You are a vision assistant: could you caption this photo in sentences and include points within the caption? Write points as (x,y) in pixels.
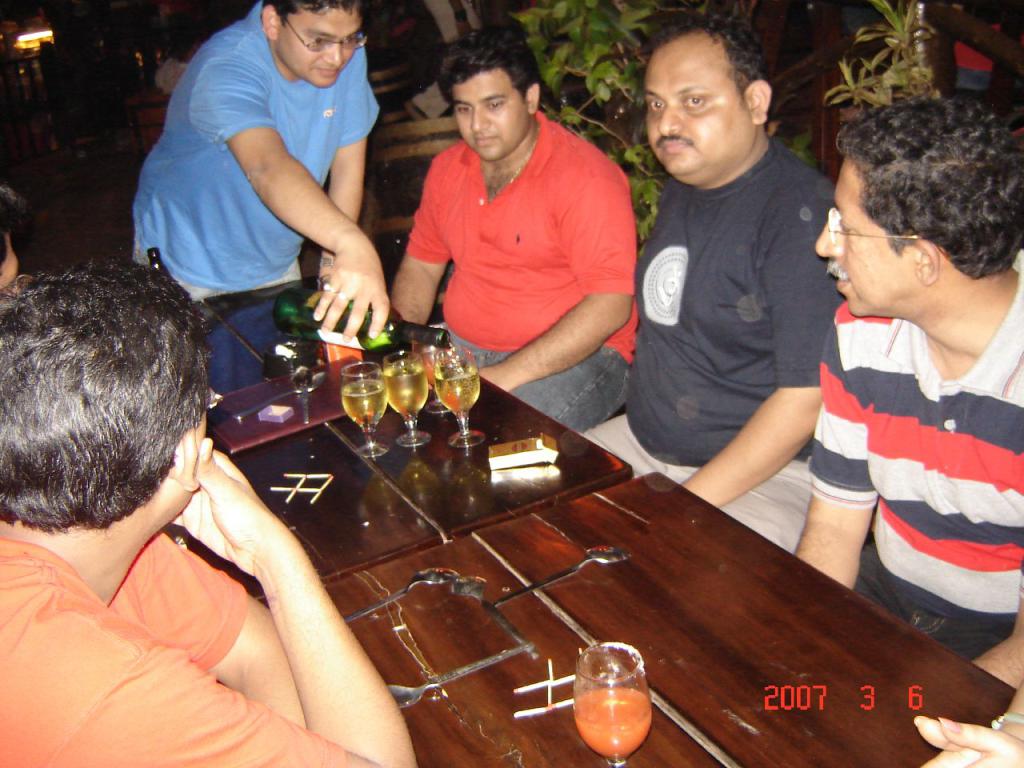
In this picture we can see some people (835,255) sitting on the chairs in front of the tables (787,564) on which there are some glasses (386,390), a cigar box (549,442), matchsticks (565,682) and a person (254,196) standing and some plants (585,33) around them.
